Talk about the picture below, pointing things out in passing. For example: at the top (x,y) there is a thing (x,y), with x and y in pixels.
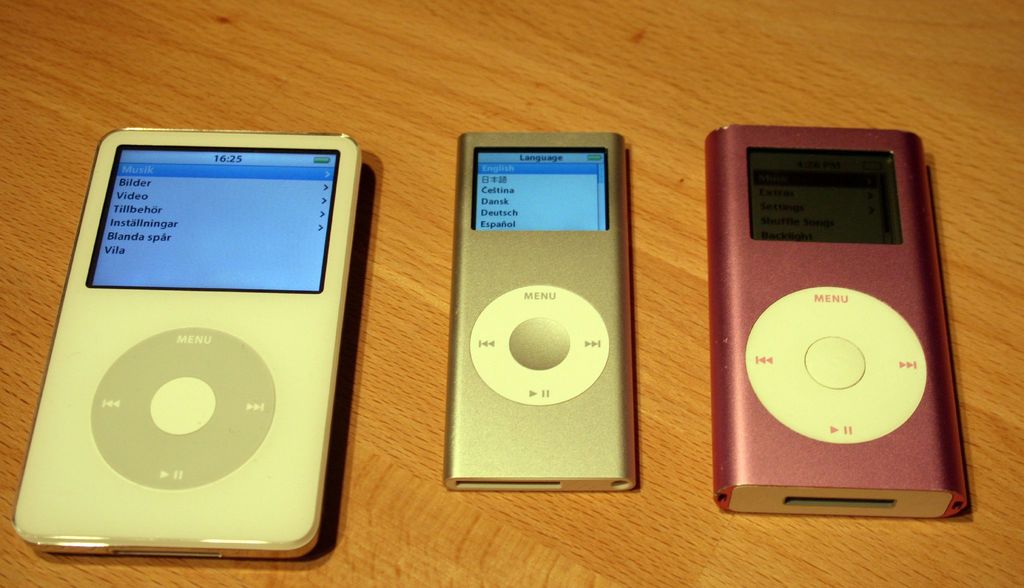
In this image these are iPods (275,294), on a wooden surface (392,572).
